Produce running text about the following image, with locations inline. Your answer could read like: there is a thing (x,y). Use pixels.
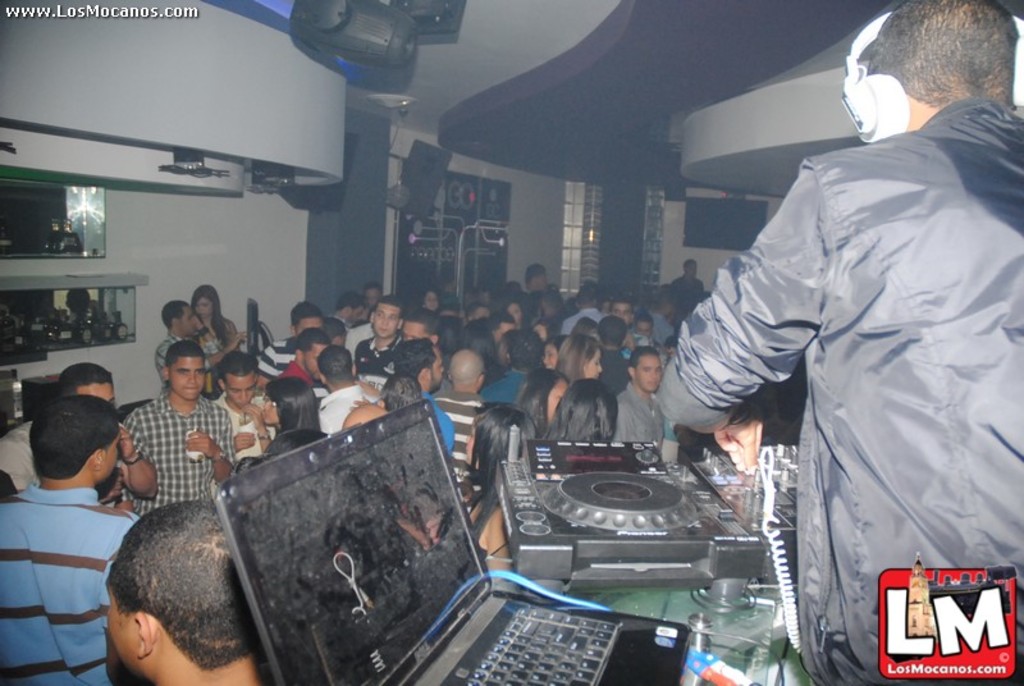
In this image there is a man (890,547) on the right side (717,392) who is playing the music system (687,504) by wearing the headphones (853,108). Beside him there is a laptop (510,606). In front of him there are so many people (392,325) standing on the floor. At the top (412,63) there are lights (399,54). In the background (456,206) there are windows (589,210) and few screens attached to the wall (357,157).
